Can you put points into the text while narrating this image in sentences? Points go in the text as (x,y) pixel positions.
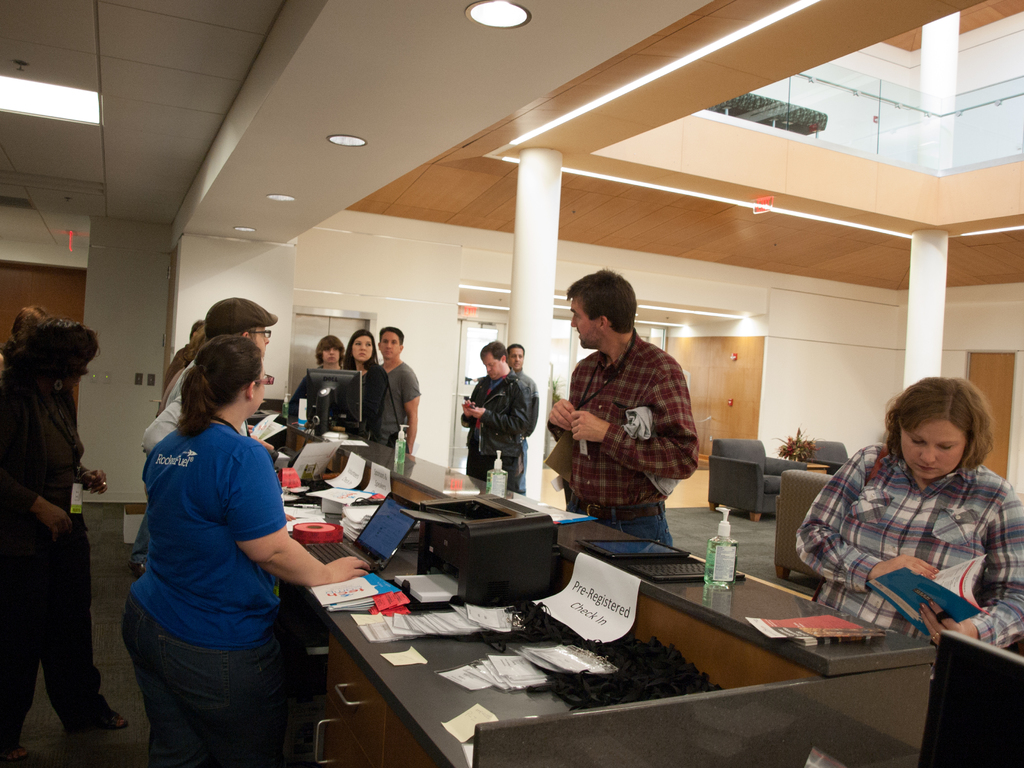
In this image, we can see a black color printer (455,579), there is a laptop (359,547), there are some white color pages (594,608), there are some people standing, we can see two white color pillars (531,254), at the top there are some lights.
